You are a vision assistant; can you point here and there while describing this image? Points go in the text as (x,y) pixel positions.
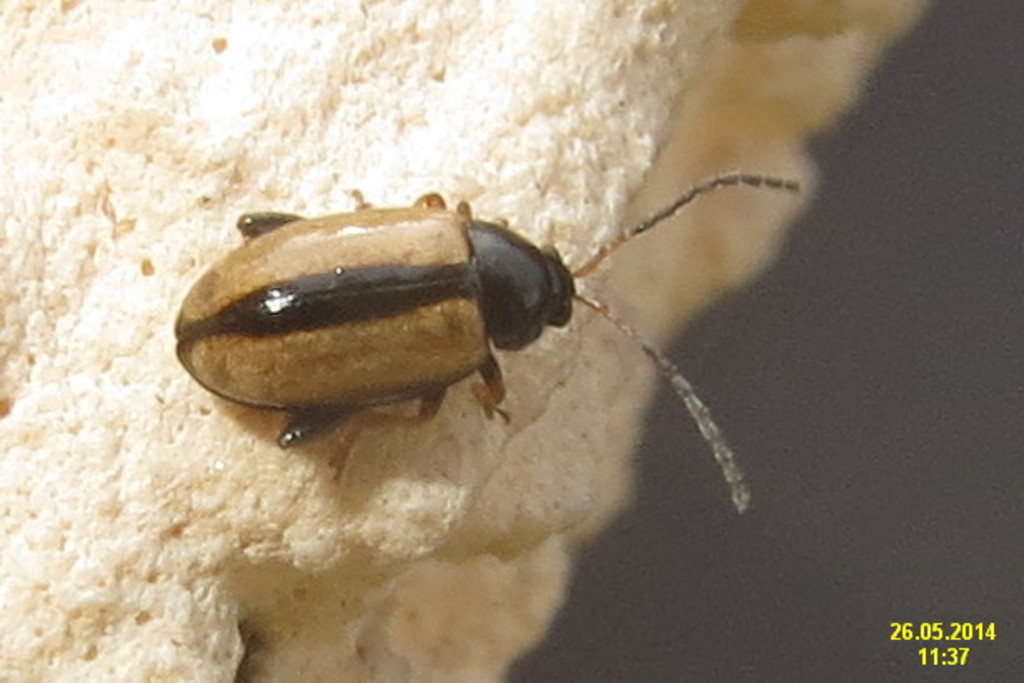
In the middle of the image (454,313) we can see an insect (339,316), in the bottom right hand corner (933,625) we can see some text (948,654).
